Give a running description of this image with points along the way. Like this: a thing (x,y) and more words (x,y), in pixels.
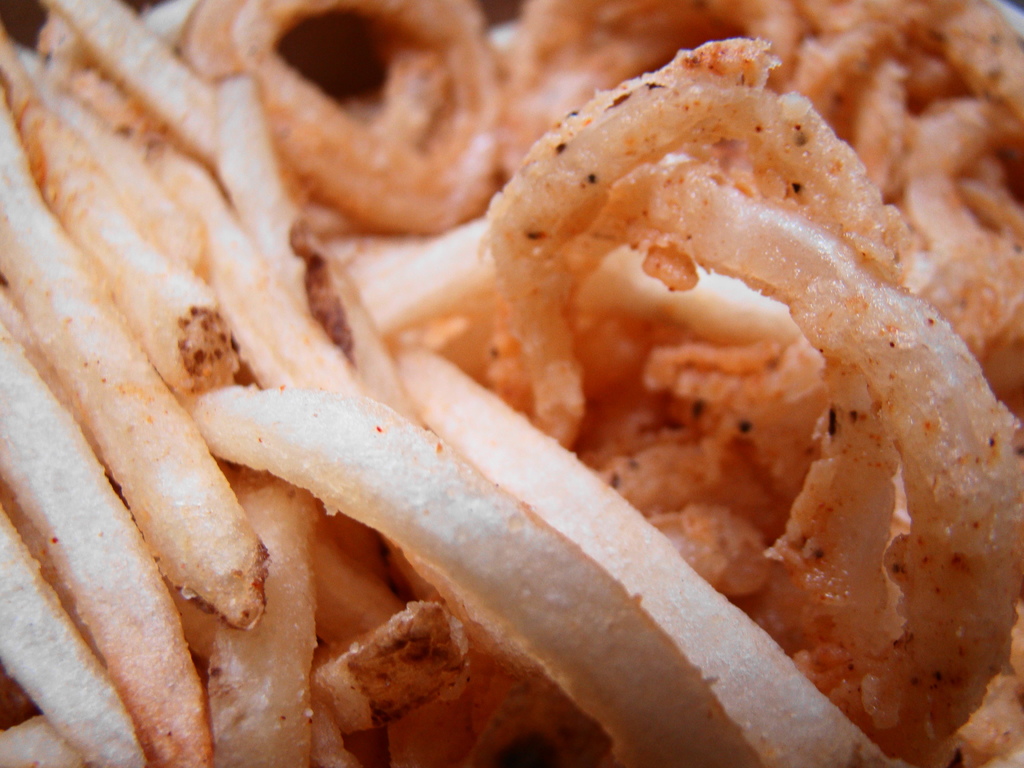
In this image we can see a food item (574,289).
